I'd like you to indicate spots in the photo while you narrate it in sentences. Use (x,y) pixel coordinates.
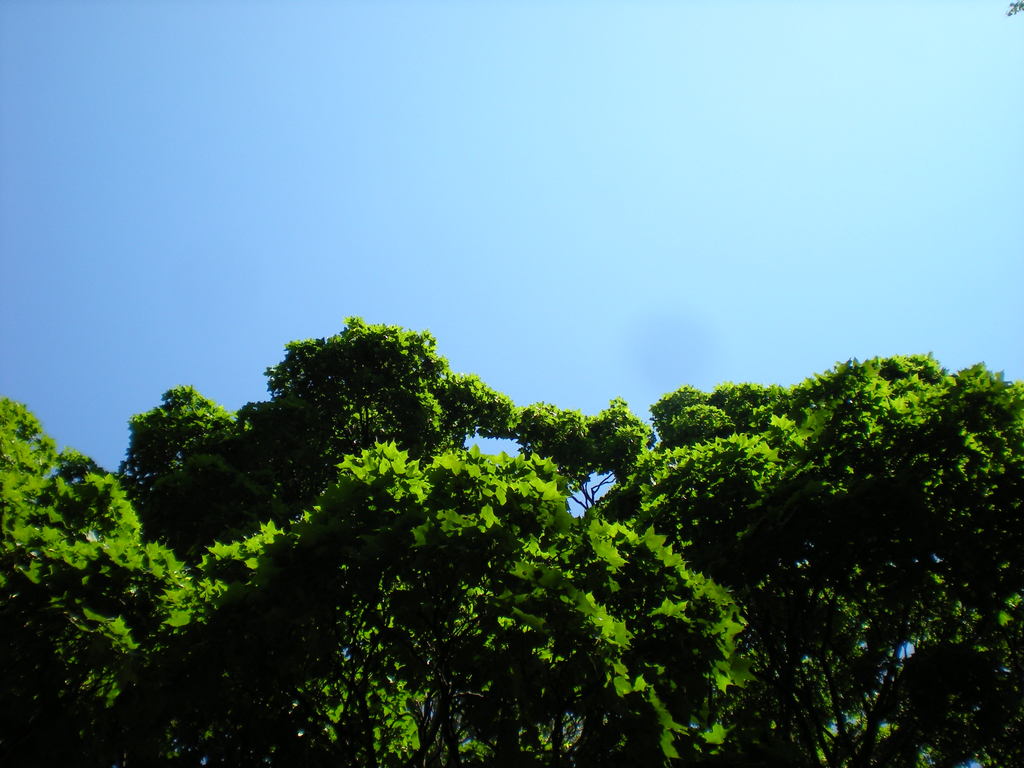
In this image in front (991,608) there are trees (580,624) and the background of the image (425,188) there is sky (518,131).
